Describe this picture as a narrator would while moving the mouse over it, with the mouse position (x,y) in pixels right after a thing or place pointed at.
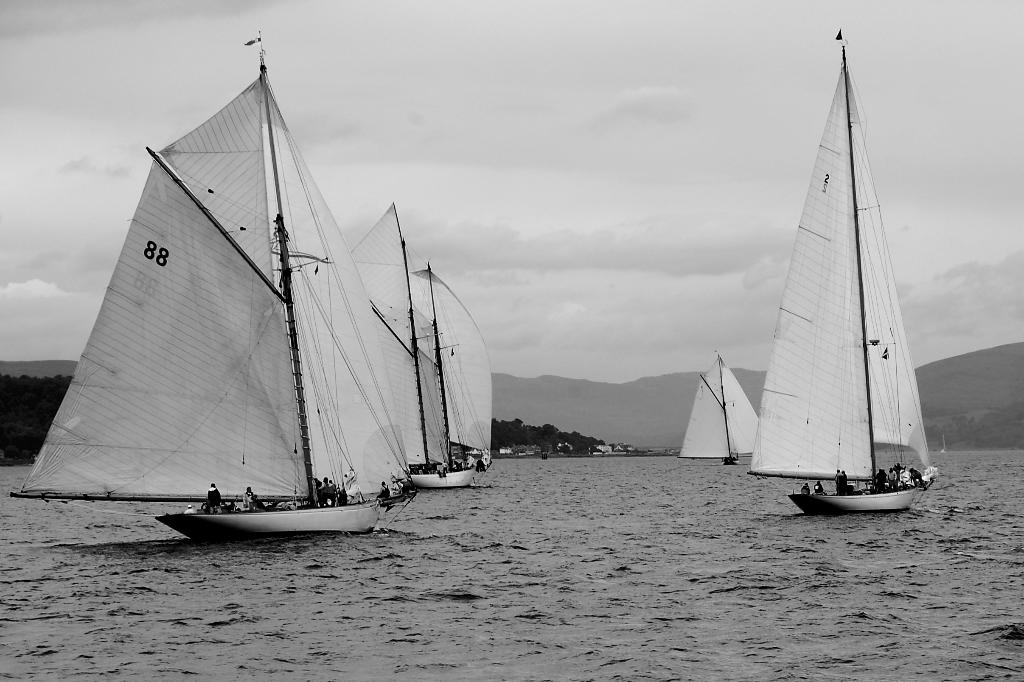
In the picture I can see the sailing ships (906,436) in the water (331,538) and I can see a few persons (919,480) in the ships (863,445). In the background (56,381), I can see the hills (669,446) and trees (43,381). There are clouds (487,219) in the sky (549,132).
